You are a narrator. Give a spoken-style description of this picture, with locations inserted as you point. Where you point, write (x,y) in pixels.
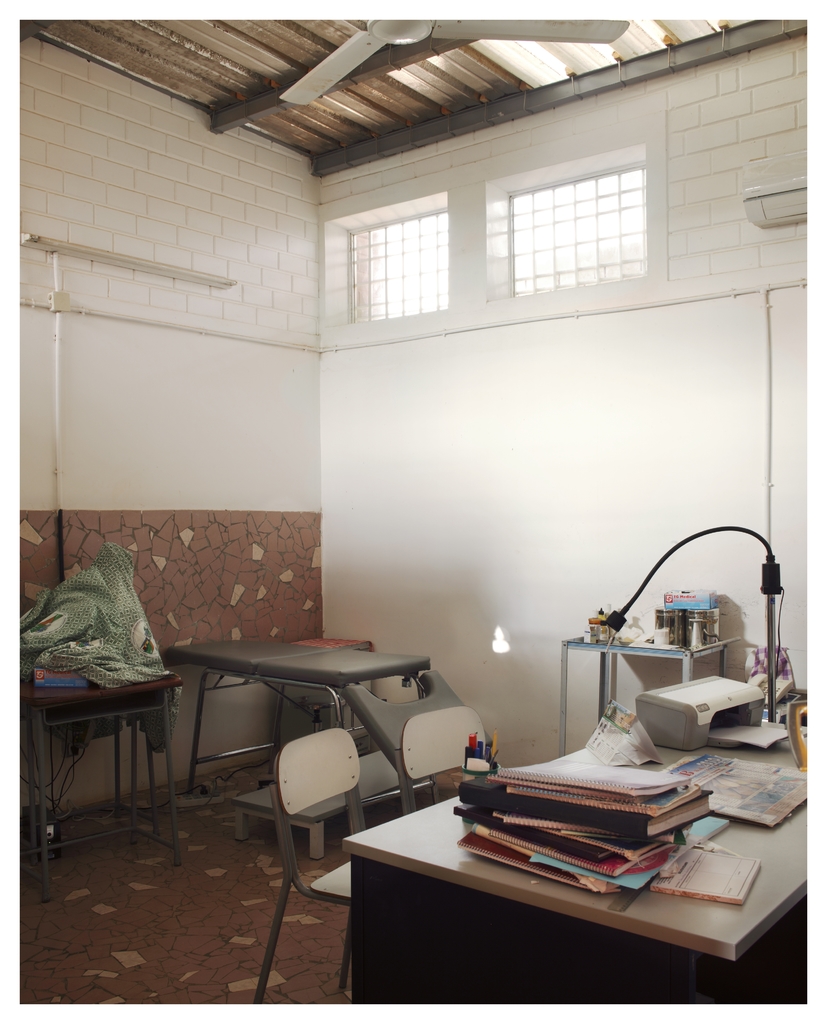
This picture is clicked inside the room (346,613). At the center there is a table (777,842), on the table (739,834) there are files (638,802), printer (725,698), there are two chairs (411,761) in the middle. In the background (403,256) there is a ventilator (418,256). On the top (453,29) fan (424,28). At the right side (774,193) there is a AC (773,195) on the wall (782,141).
